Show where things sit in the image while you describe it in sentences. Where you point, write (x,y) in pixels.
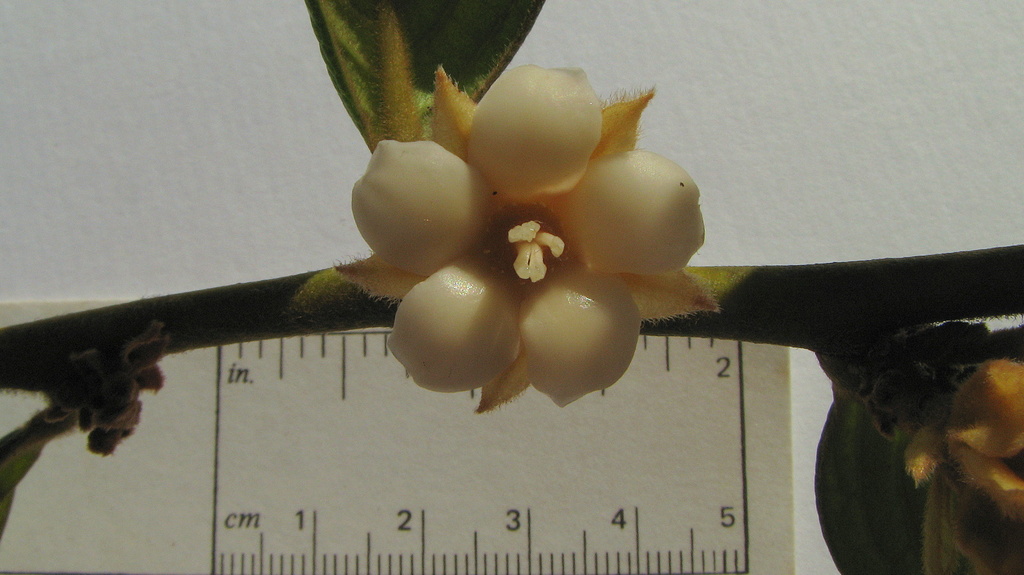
In the picture I can see the flower (609,182). I can see the measuring device (522,431) at the bottom of the picture (627,429). It is looking like a wall (217,118) in the background (173,114).
